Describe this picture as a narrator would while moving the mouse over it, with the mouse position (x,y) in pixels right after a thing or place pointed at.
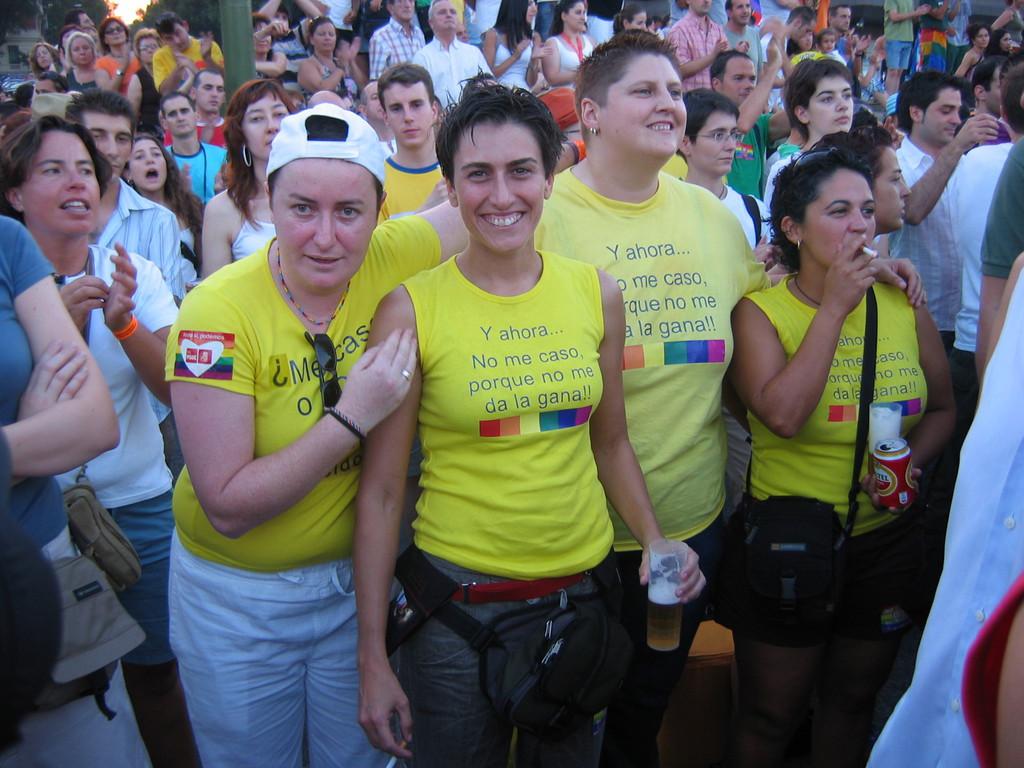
In this picture I can see there is a group of people (574,336) standing and there are three women (552,550) and a man (673,297) standing. The woman (869,458) on the right side (867,262) is holding a can (895,479) and is smoking. The woman (553,355) at the center (508,362) is holding a glass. There are many people (509,42) around them, there is a pole (239,44) in the backdrop (248,14) and there are trees (98,8) in the left side (55,5) backdrop (198,1).
